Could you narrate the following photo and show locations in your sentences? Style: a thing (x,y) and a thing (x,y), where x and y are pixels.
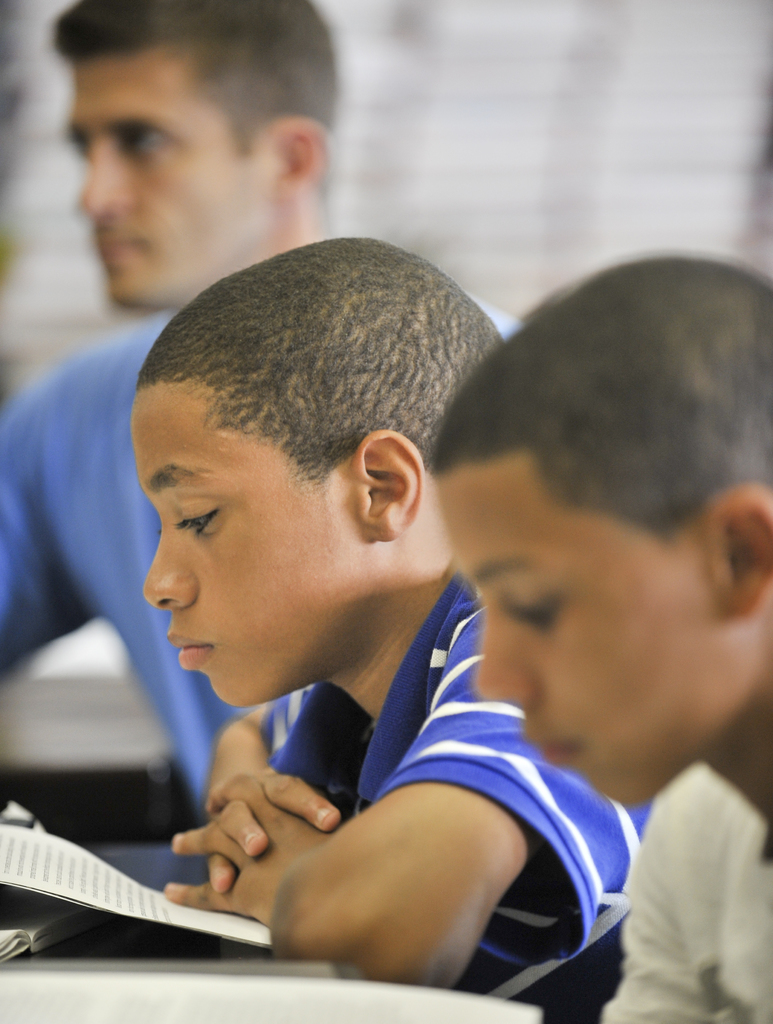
In this image we can see two kids (545,778) wearing different color dress (583,792) sitting and a kid (330,743) wearing blue color dress (343,804) reading something which is in paper (94,889) and in the background of the image (239,11) there is a person (48,374) wearing blue color dress (103,442) also sitting.
